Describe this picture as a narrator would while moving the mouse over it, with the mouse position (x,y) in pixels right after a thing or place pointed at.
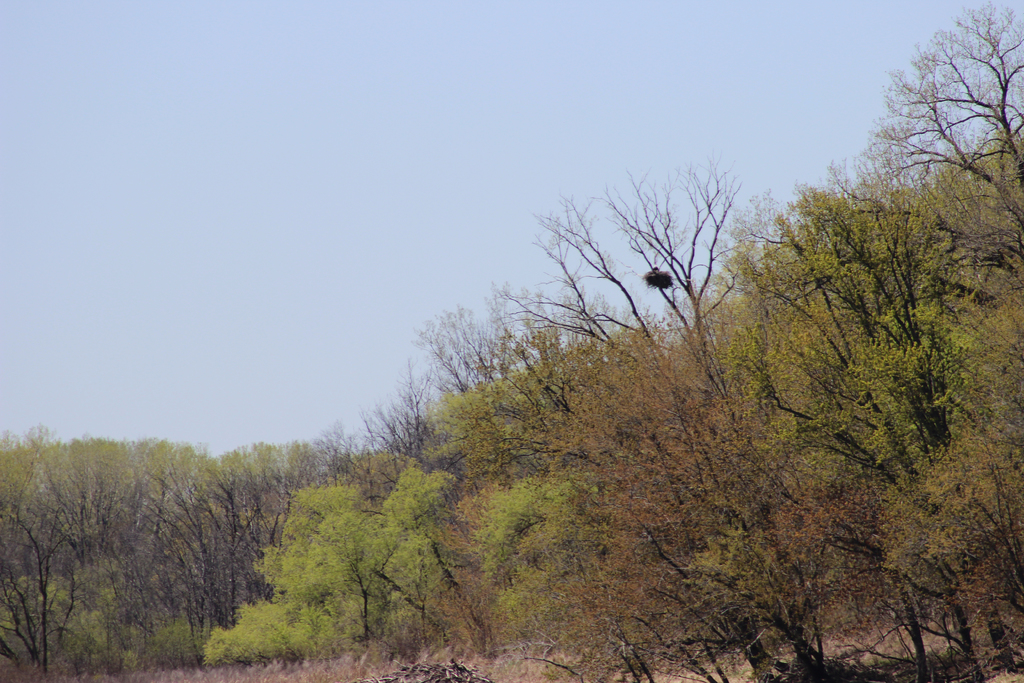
These are the green trees (560,513). At the top (426,158) it's a sky (438,123).
